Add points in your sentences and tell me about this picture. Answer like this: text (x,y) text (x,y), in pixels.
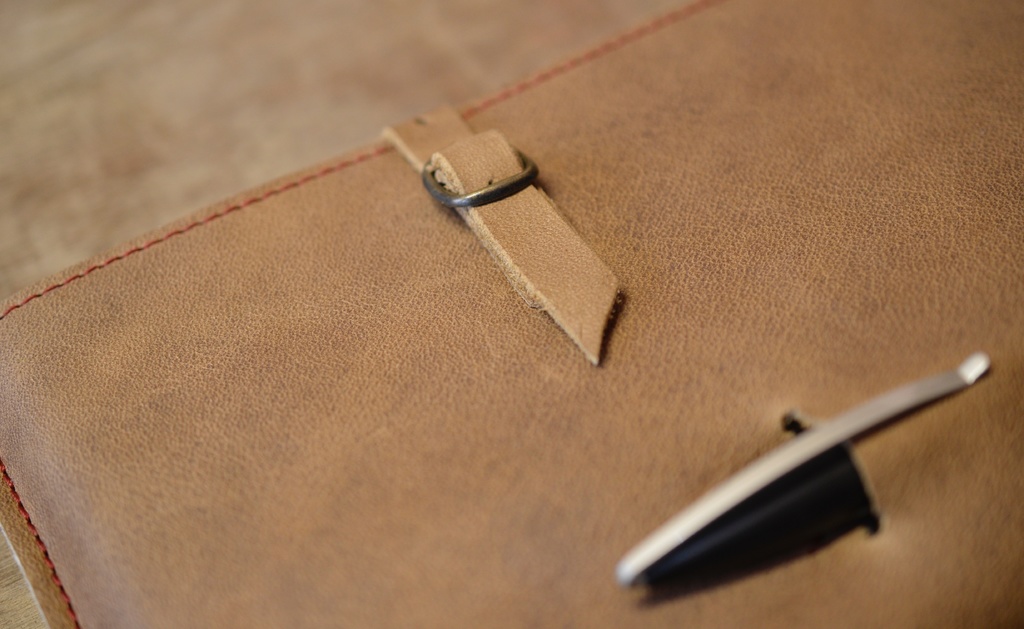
In the picture we can see a leather piece (422,474) with a stitches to it with a belt (471,148) and a steel pin (982,353) to it.
